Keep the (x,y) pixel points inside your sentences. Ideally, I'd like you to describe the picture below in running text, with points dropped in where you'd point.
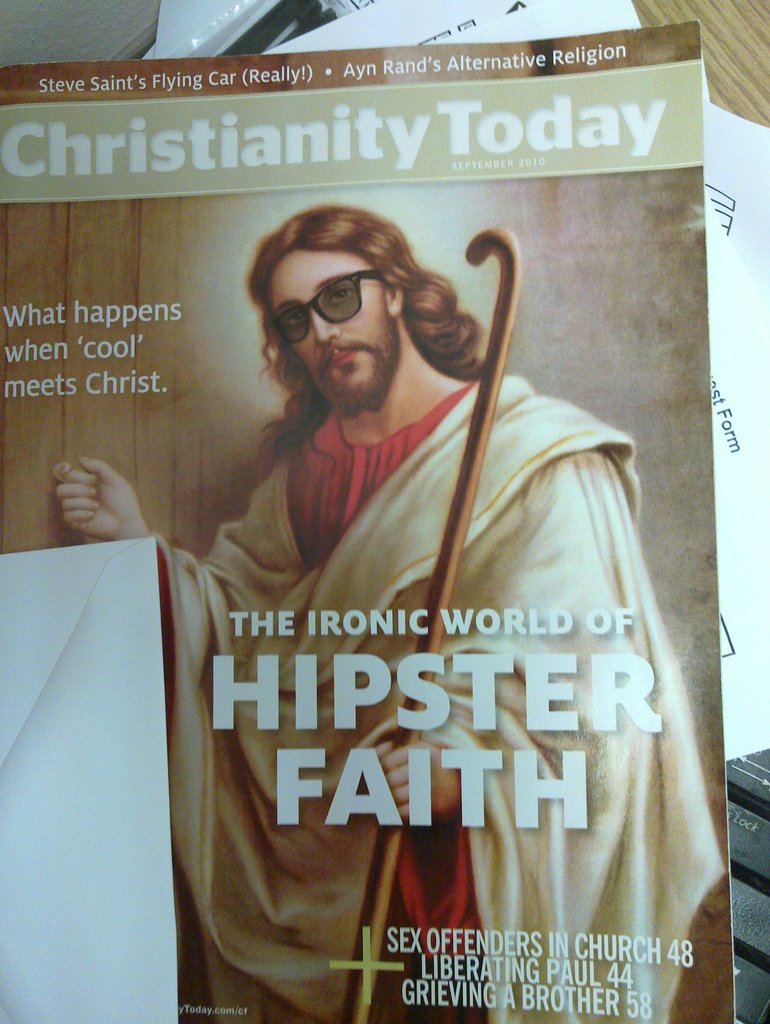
In this image I can see a book (697,404). The cover page (310,440) of the book (392,668) contains a picture (328,861) of a person (318,989) holding a stick (392,835) and some text (463,149) is written on it. There are papers (761,727) and a keyboard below the book (446,939).
